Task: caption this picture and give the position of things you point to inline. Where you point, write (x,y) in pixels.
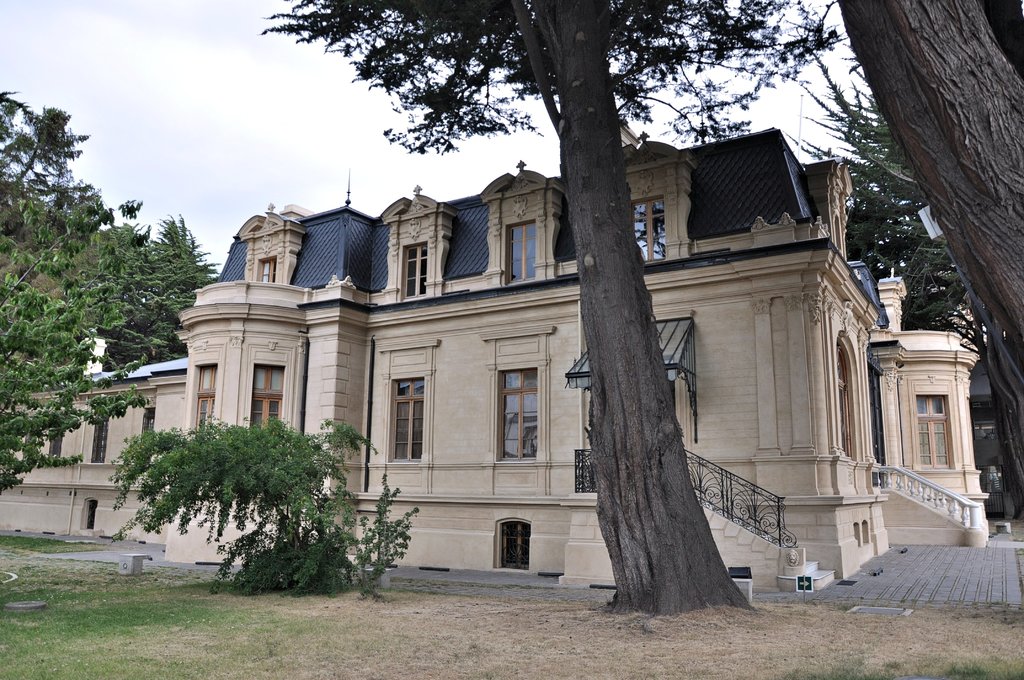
As we can see in the image there is a building (287,301), stairs (756,520), trees (629,477) and plant (300,532). On the top (208,47) there is sky (130,25).
